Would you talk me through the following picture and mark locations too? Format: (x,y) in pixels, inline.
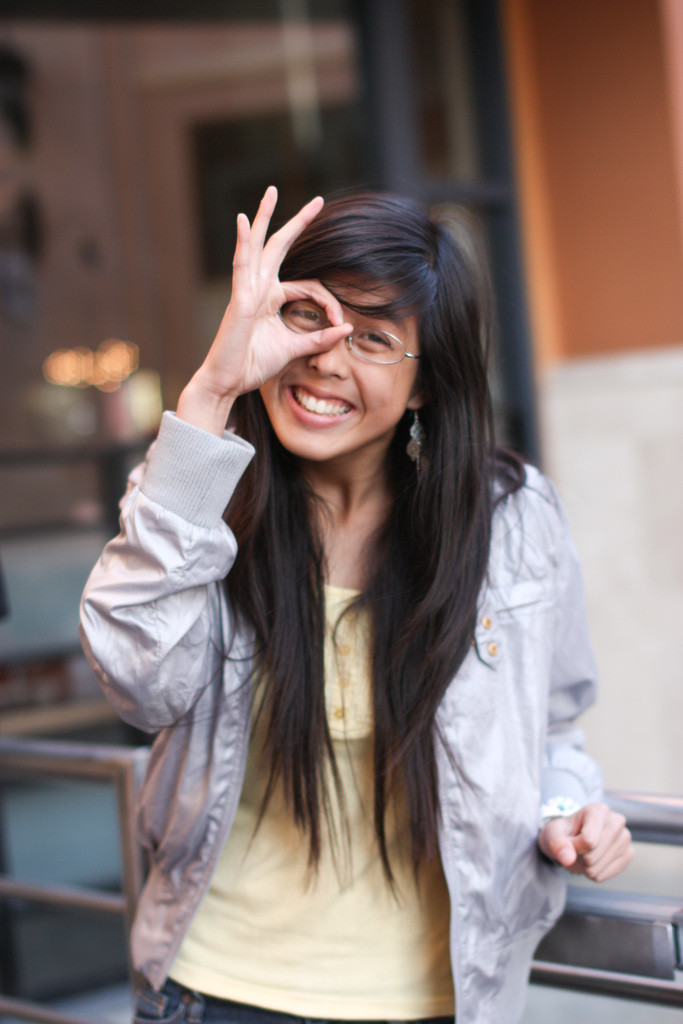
In the center of the image (242,530) we can see a person (406,804) is standing and she is smiling. And we can see she is in a different costume (581,626) and she is wearing glasses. Behind her, there is a fence (70,767). In the background (87,148), we can see it is blurred.
